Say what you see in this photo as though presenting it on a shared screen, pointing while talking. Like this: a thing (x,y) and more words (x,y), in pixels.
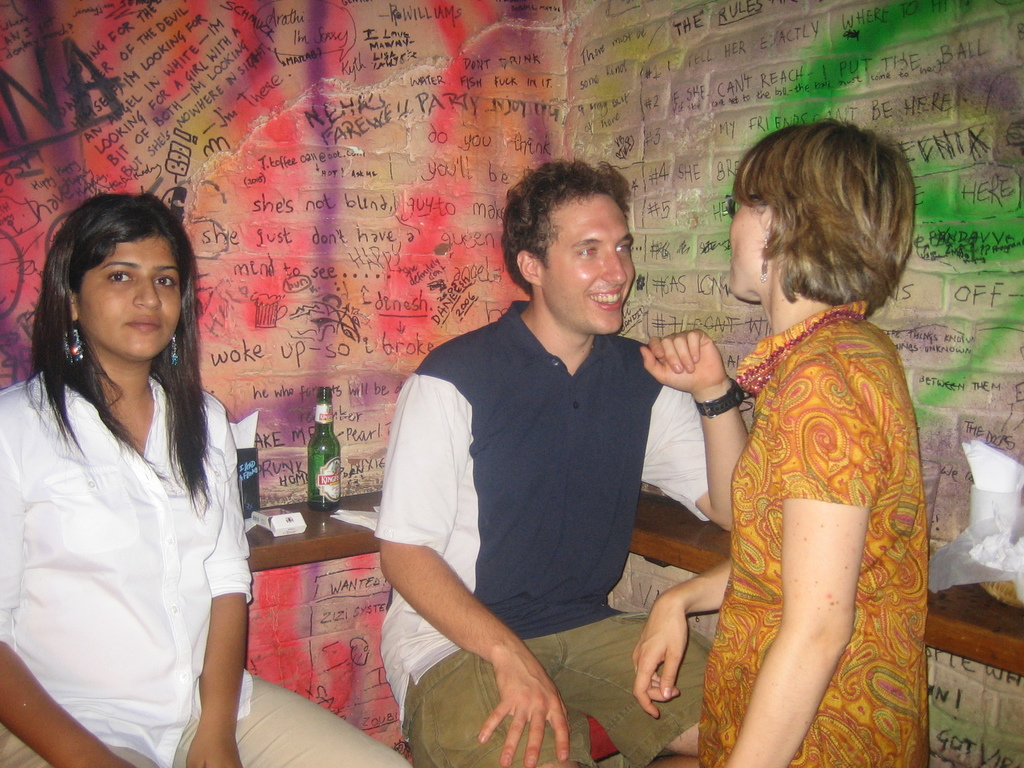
In this image I can see two persons (383,524) sitting on stools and a person (795,532) standing. I can see the brown colored desk (945,606) and on the desk (936,615) I can see a wooden basket (1010,597), a bottle (323,479) and few other objects (240,461). I can see the colorful wall (347,216) in the background (299,207) and something is written on the wall (534,130).
